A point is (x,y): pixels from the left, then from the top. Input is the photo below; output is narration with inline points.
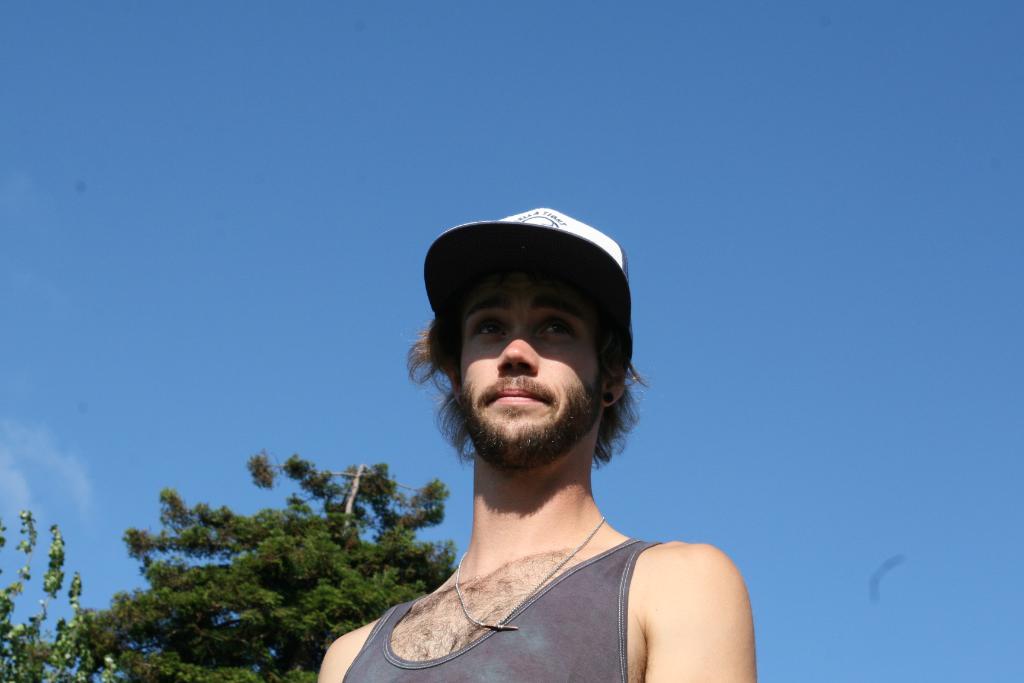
In the picture I can see a man (555,273) in the middle of the image (562,335). He is wearing a banyan (583,597) and there is a cap (600,240) on his head (583,299). There are trees (330,540) on the bottom left side of the picture (278,546). There are clouds (73,500) in the sky (274,492).
